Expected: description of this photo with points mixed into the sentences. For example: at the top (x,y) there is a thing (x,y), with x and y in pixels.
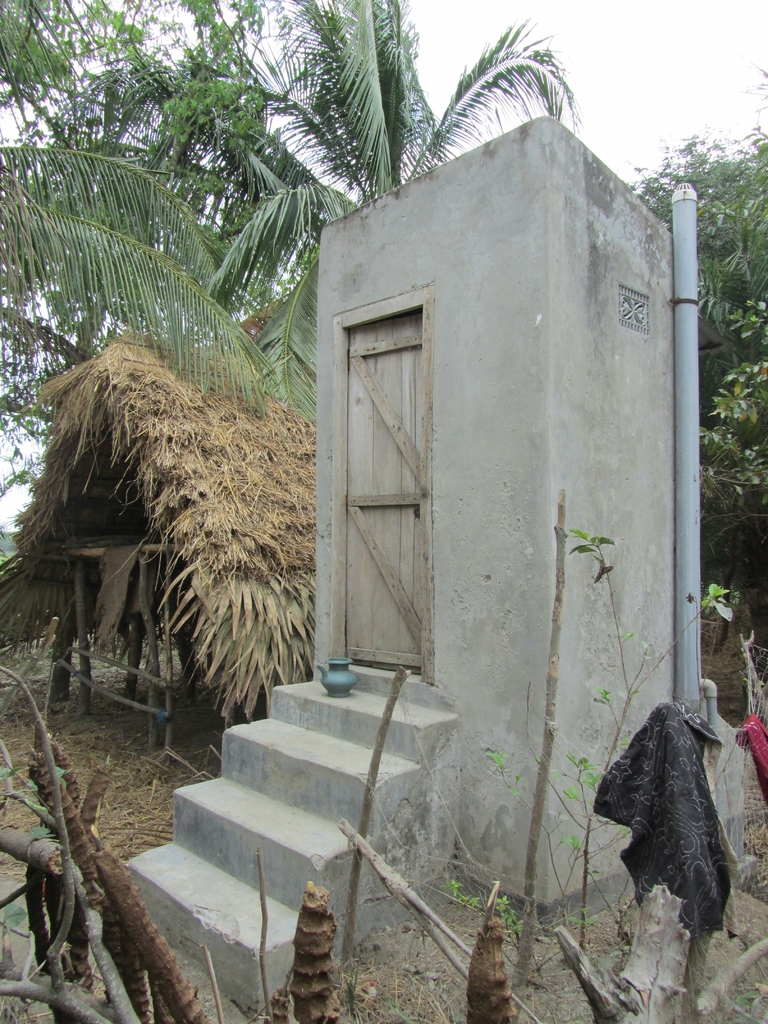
In the picture I can see trees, steps (235,798) and a pipe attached to a room (492,517). In the background (198,599) I can see trees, the sky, a hut (128,617) and other objects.
